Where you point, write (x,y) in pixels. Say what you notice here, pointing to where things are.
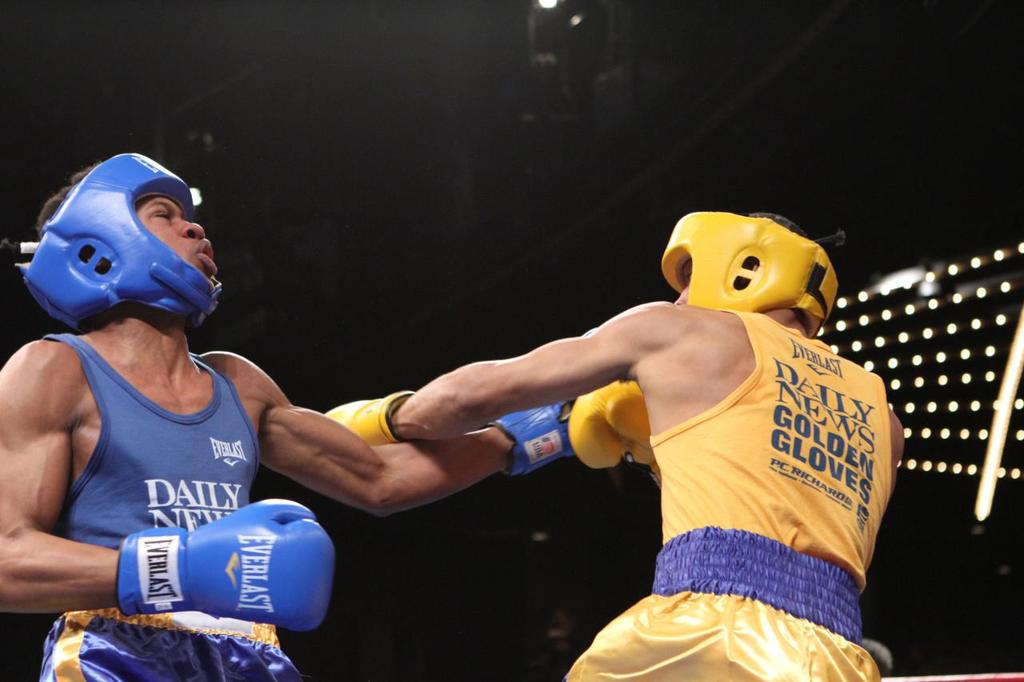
In this image, there are two persons (92,545) wearing helmets (102,257) and playing boxing.
